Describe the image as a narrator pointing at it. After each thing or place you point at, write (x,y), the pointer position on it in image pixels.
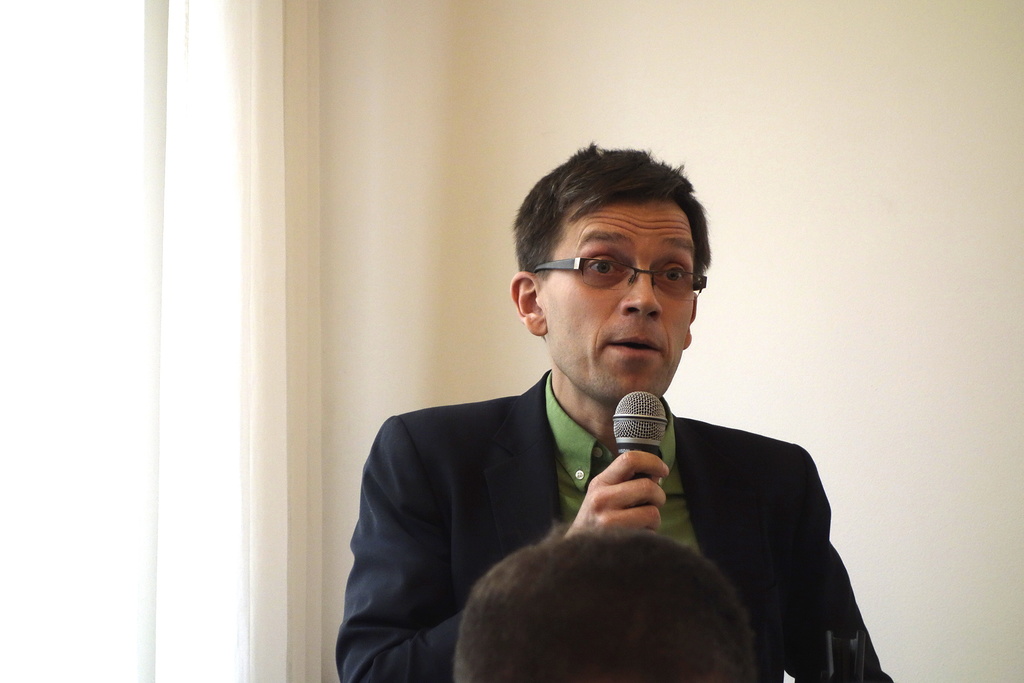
In this image there is a person (621,465) wearing black color suit (768,456) holding a microphone (650,445) in his hand (641,496).
